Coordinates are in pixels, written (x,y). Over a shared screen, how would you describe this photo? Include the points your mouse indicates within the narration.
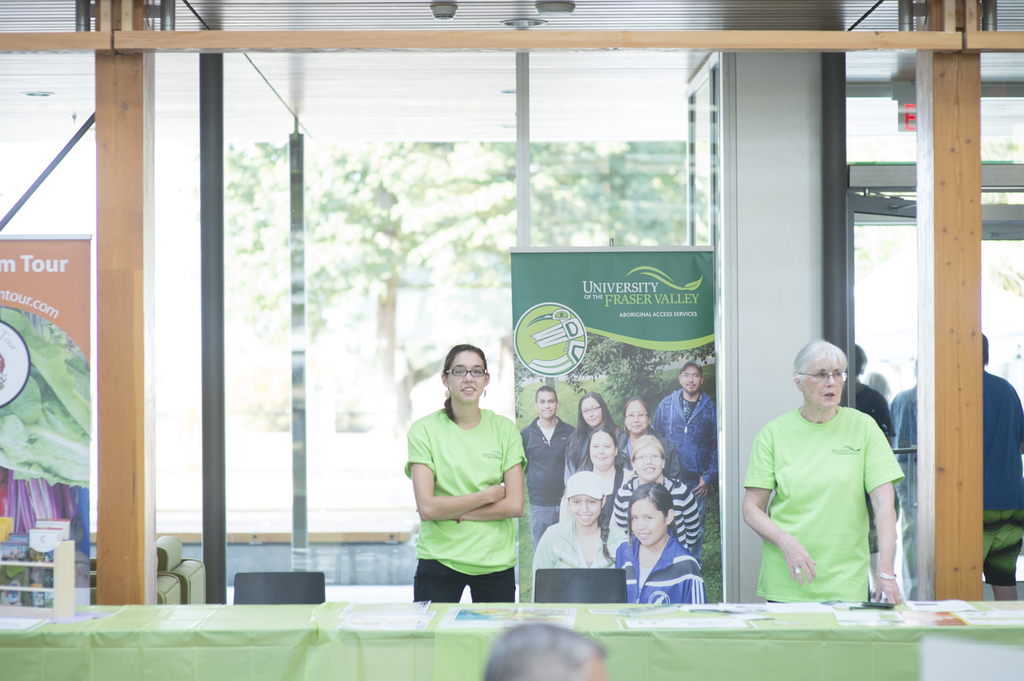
In this picture we can see two women (460,503) wearing green color t shirts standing near to the table (443,616) and on the table (827,635) we can see papers (669,613). Behind to them we can see glass doors (363,276). Through door (996,228) we can see trees (426,214) and few persons (892,413). These are banners (58,355).
